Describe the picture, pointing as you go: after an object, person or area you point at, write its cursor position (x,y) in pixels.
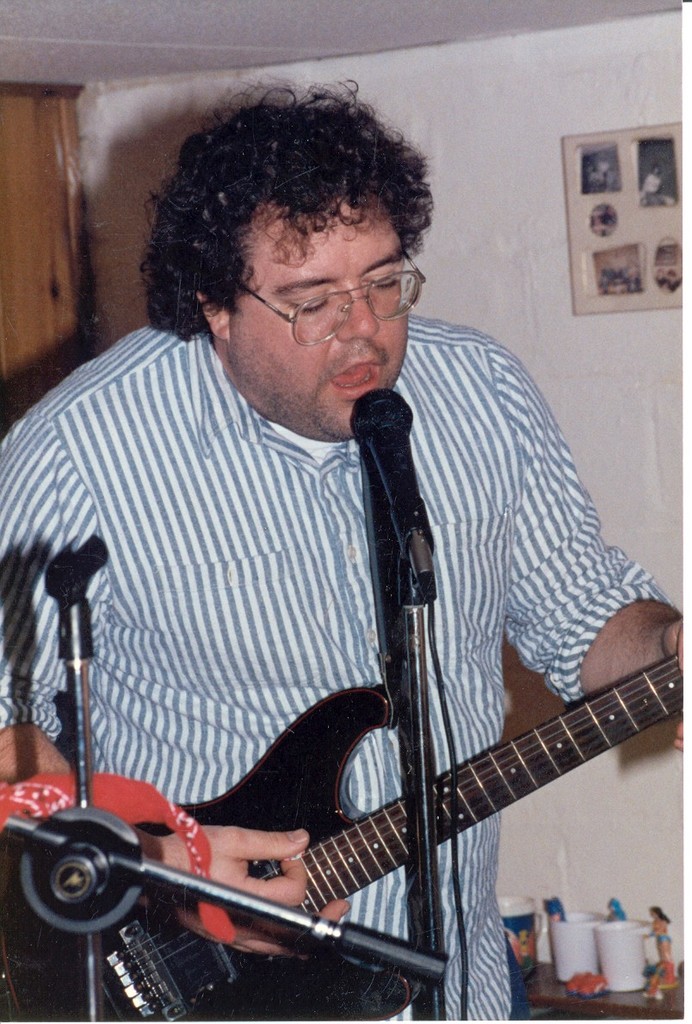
In the foreground of the picture (188,766) we can see stands (410,622), mic (407,487) and a person (316,400) playing guitar (487,757). On the right (611,955) we can see cups (624,950), table (620,997), frame (616,275) and wall (487,267). In the background (38,224) we can see a wooden object (74,121) and wall (136,98).
